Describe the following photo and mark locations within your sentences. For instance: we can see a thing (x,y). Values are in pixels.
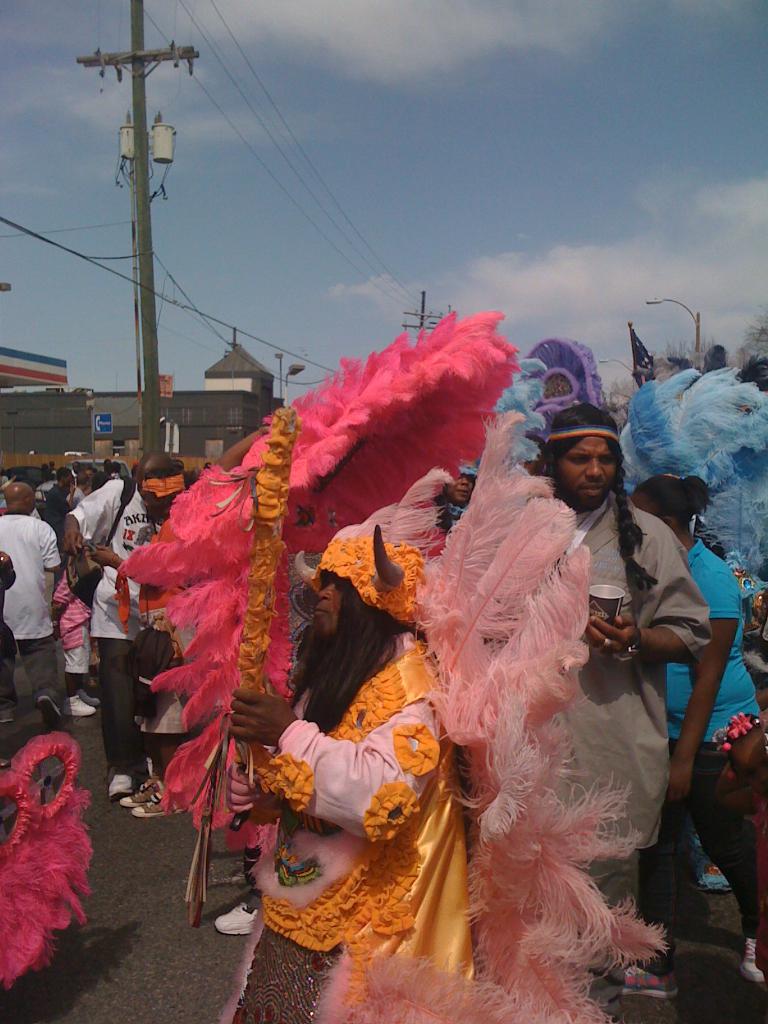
In the image in the center (413,520), we can see a few people (464,500) are standing and they are holding some objects (99,561). And they are in different costumes (422,543). In the background (288,295), we can see the sky (685,349), clouds (193,126), buildings (19,410), poles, wires (120,166), sign boards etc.
